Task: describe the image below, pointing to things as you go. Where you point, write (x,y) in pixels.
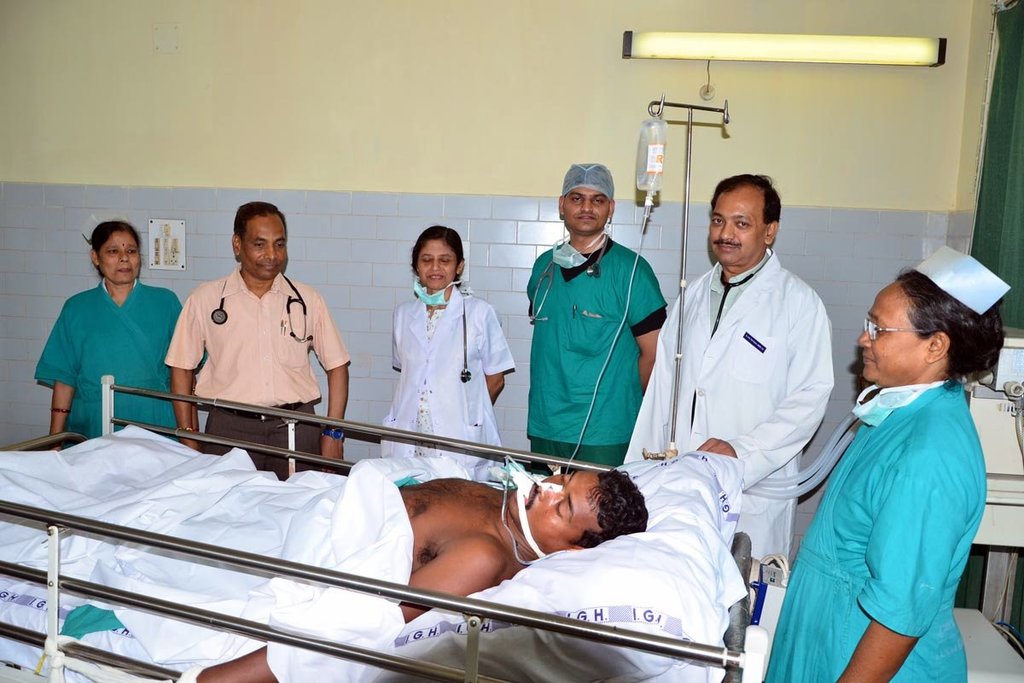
In the image we can see there are people (558,344) standing and one (487,503) is lying, they are wearing clothes (795,361). Here we can see stethoscope (295,291) and a hanger (694,107), on the hanger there is a bottle (659,147) hanged. Here we can see the light (699,42), wall (222,164) and the switchboard (178,236).
